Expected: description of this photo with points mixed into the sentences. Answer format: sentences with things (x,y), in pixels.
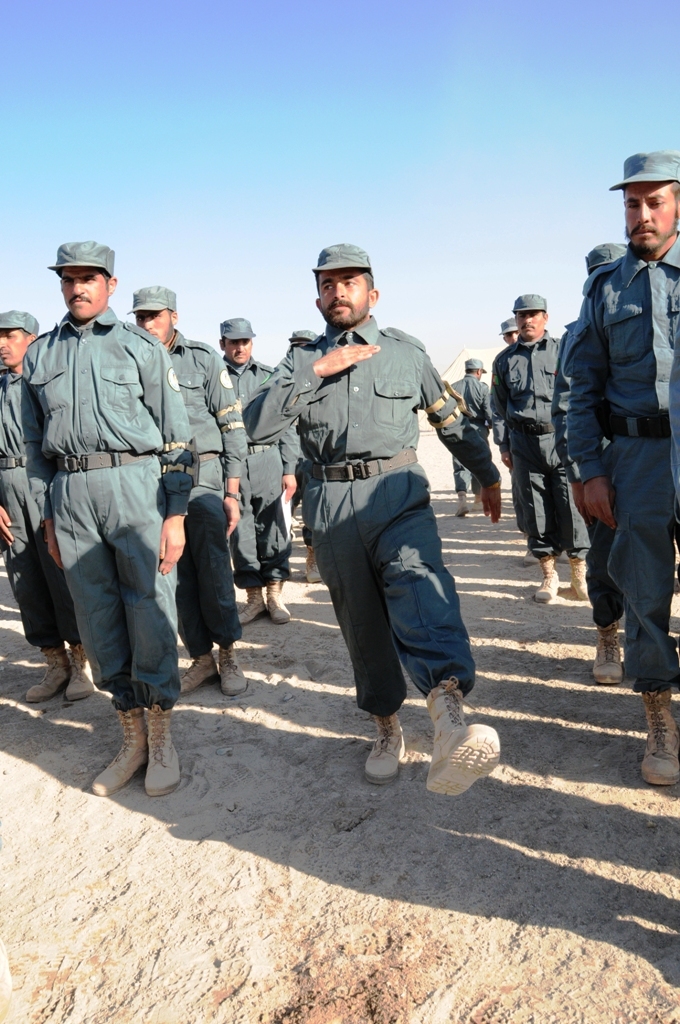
In the picture we can see some people (47,519) in the uniforms (100,574) and one man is standing and lifting his leg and in the background (81,134) we can see the sky (336,76).
